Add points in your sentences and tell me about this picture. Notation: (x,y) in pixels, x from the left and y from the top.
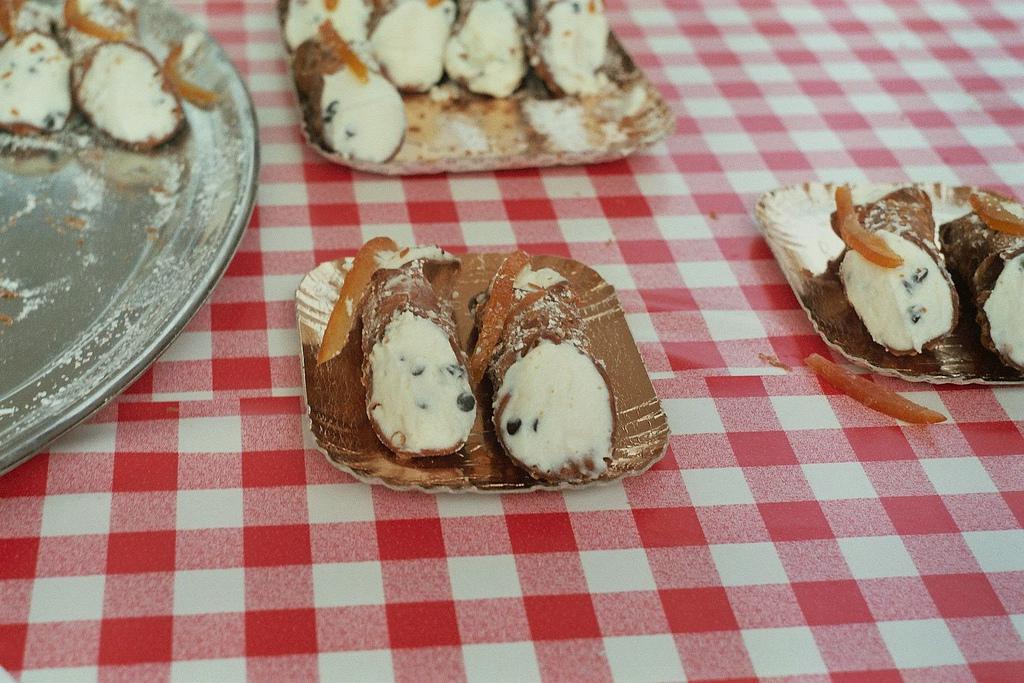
In this image we can see a table (682,598) with check cloth (771,553). On the table (758,475) there are paper plates (429,144) with food item (981,239). Also there is another plate (75,294) with food item (54,81).
